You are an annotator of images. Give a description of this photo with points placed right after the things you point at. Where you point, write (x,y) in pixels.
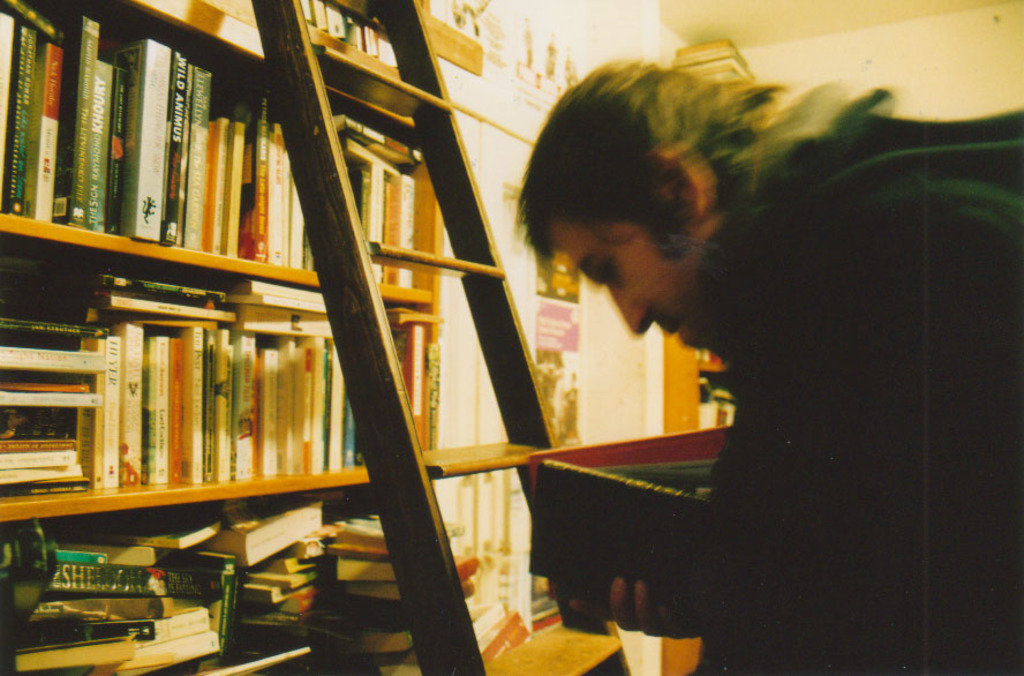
In this image we can see a person (672,195) holding a book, in front of him we can see a ladder (333,172), there are some shelves (431,280) with books (433,384) and also we can see some posters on the wall (632,18).
